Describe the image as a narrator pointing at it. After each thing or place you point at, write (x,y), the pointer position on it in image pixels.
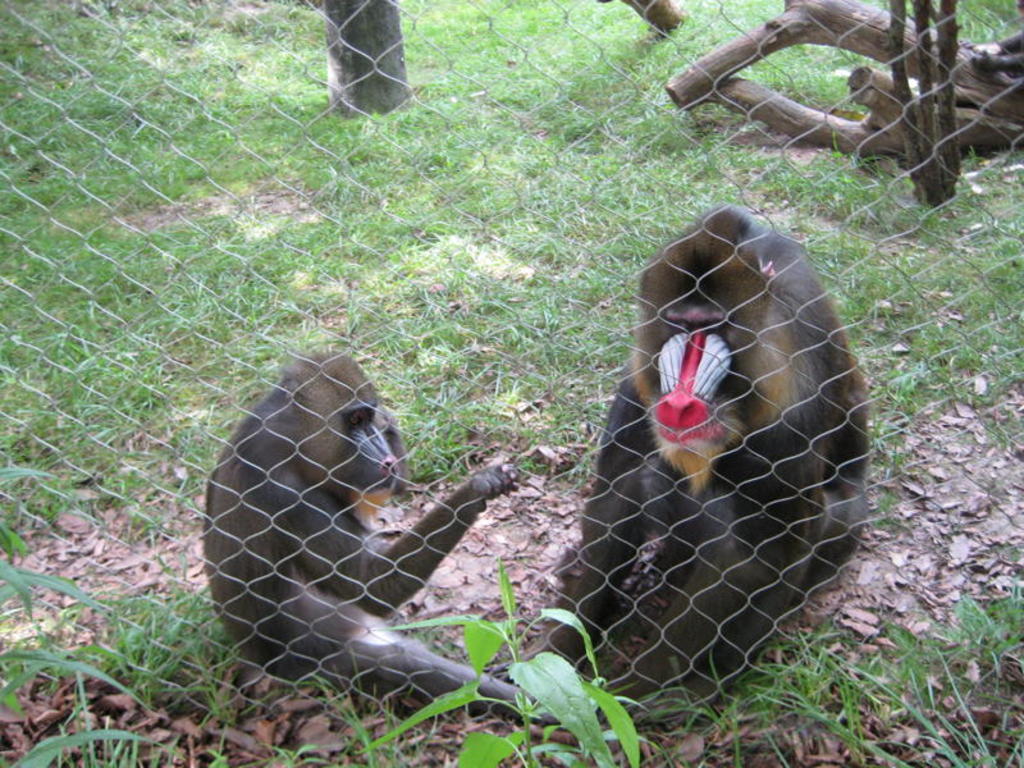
In this image we can see two monkeys (370,571) sitting on the ground (317,184), one tree (344,56), some plants (89,738) and grass (53,328) on the ground (221,153). There is one fence (498,98), some wooden sticks (836,22) on the ground (648,45).
